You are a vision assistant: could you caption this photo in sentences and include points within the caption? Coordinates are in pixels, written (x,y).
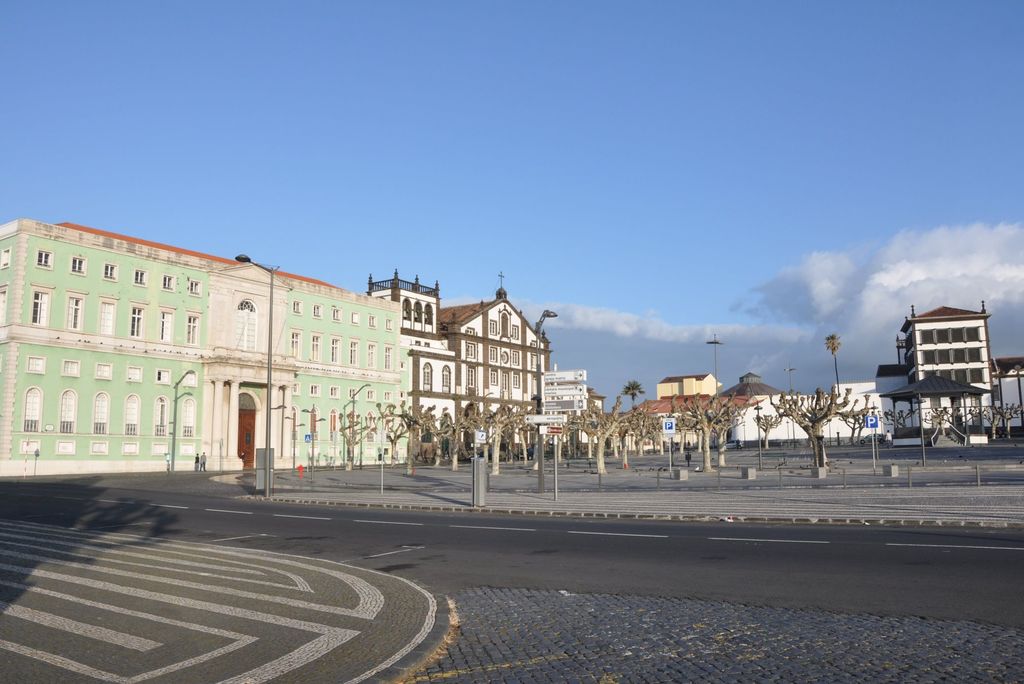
This picture is clicked in the city (528,601). At the bottom of the picture (440,533), we see the road (660,544). There are street lights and poles (383,452) placed on either side of the road (537,559). There are buildings (265,342) which are in green, brown and white color. There are trees (729,403) in the background (521,424). At the top of the picture (553,149), we see the sky (447,189), which is blue in color. The sky (741,192) is partly cloudy and bright.
